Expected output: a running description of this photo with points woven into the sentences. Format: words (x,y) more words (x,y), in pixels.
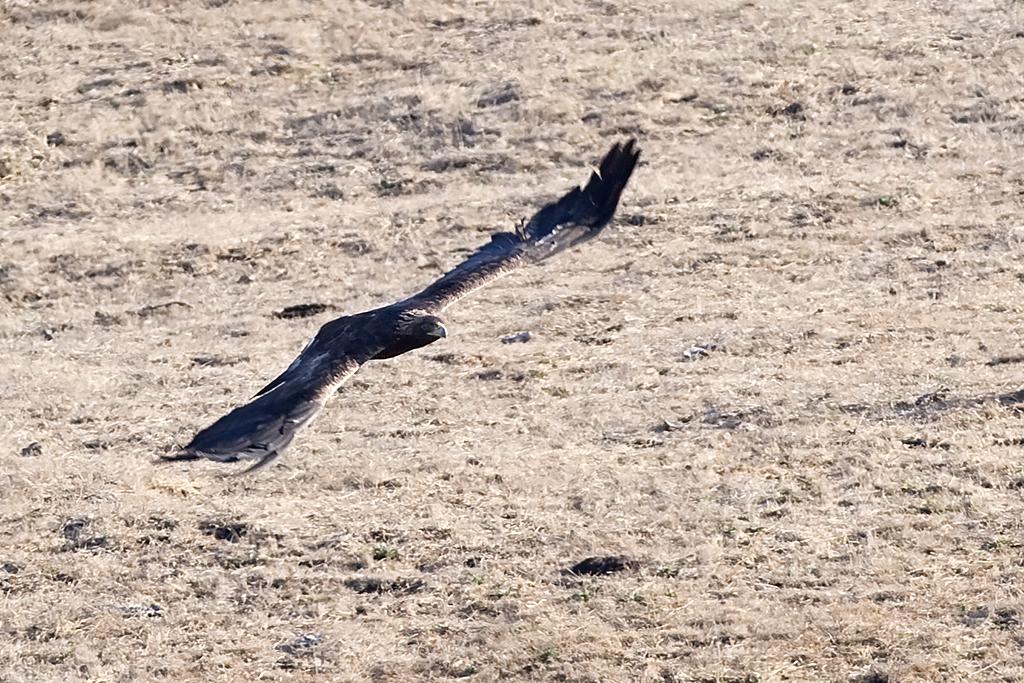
In this picture I can see a bird (284,433) flying in the air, and in the background (676,321) there is ground (666,264).
